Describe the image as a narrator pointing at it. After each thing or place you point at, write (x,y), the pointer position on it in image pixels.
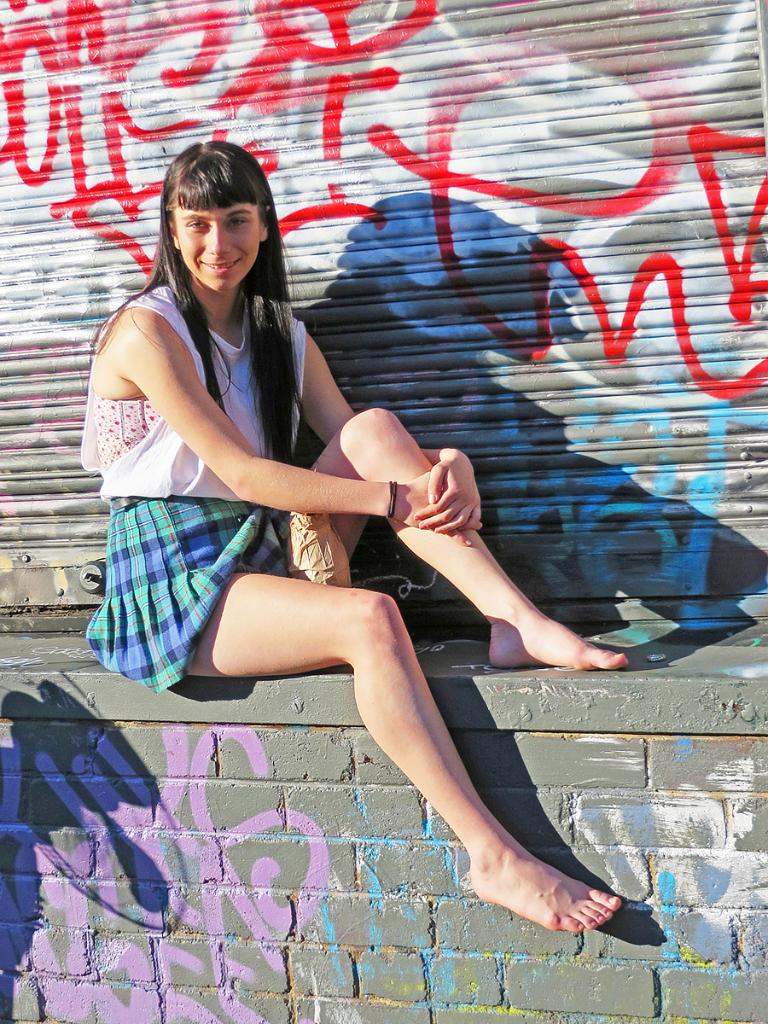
In this image I can see a woman (195,483) wearing white, blue and green colored dress (175,508) is sitting. In the background (422,291) I can see the rolling shutter (527,187) on which I can see a painting (397,166) which is red and white in color.
